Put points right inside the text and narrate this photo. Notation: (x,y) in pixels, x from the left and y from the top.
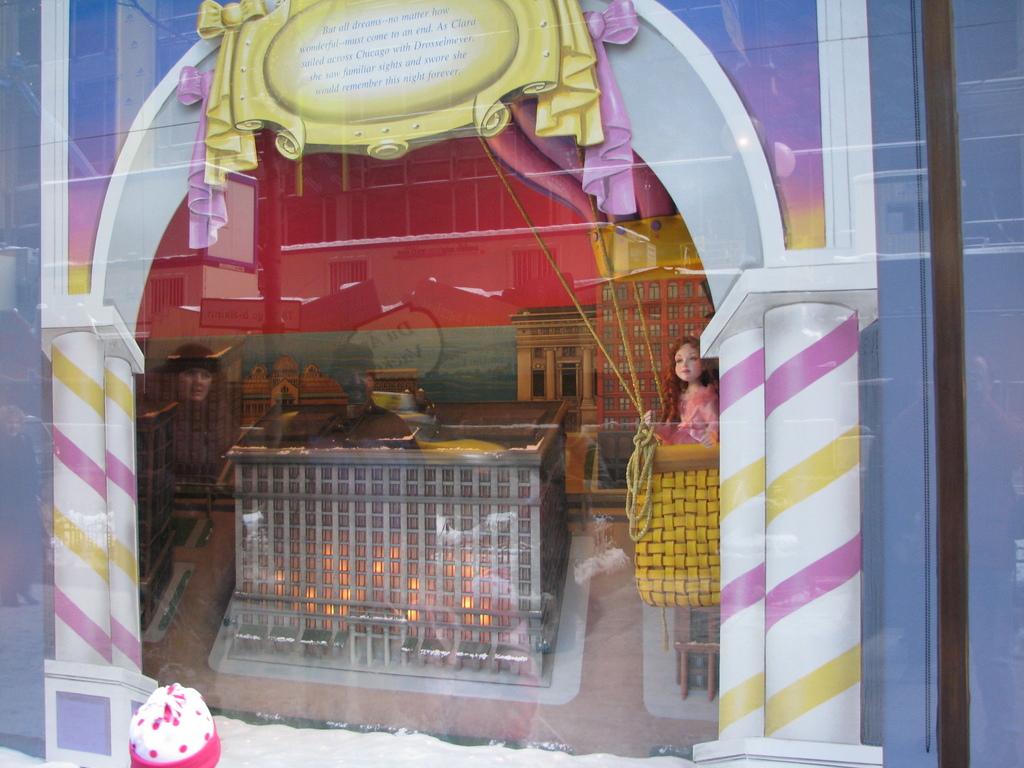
In this image I can see the miniature (688,670) of the buildings (707,661), background (578,284) I can see the reflection (341,298) of few buildings (341,298) and the wall (403,265) is in multi color. In front (254,104) I can see the board (395,108) in yellow color.
